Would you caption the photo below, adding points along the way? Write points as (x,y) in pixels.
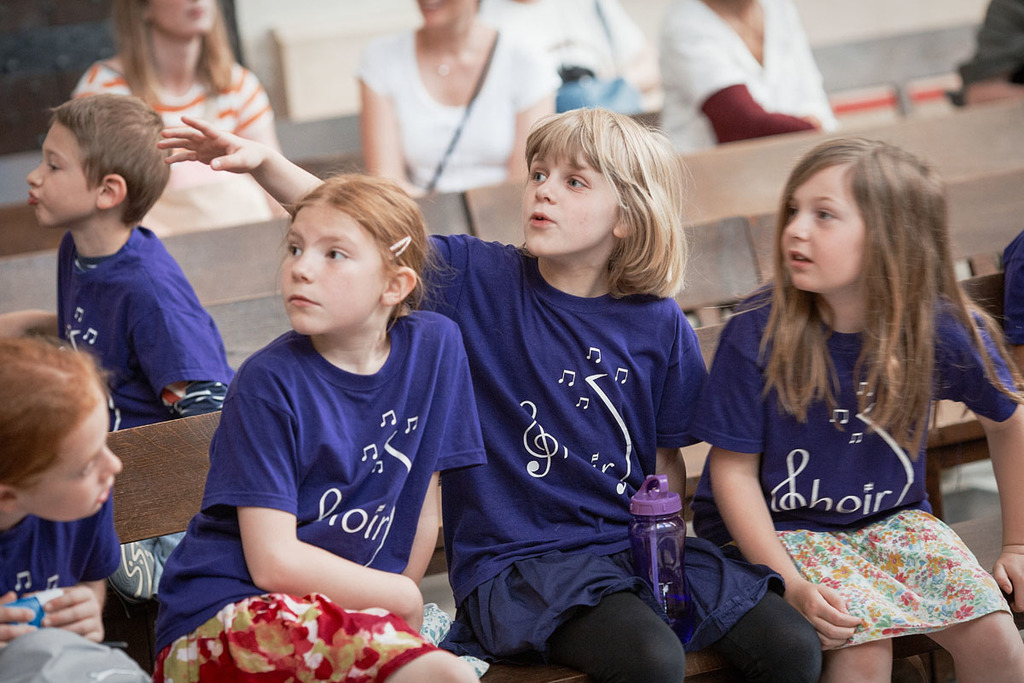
In the foreground of this picture (774,438), there are four girl (536,483) in purple T shirt (818,465) are sitting on a bench (956,452). In the background (75,119) there is a boy (186,364) sitting and few person (203,116) in the background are sitting on the bench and there is a wall (285,31).
